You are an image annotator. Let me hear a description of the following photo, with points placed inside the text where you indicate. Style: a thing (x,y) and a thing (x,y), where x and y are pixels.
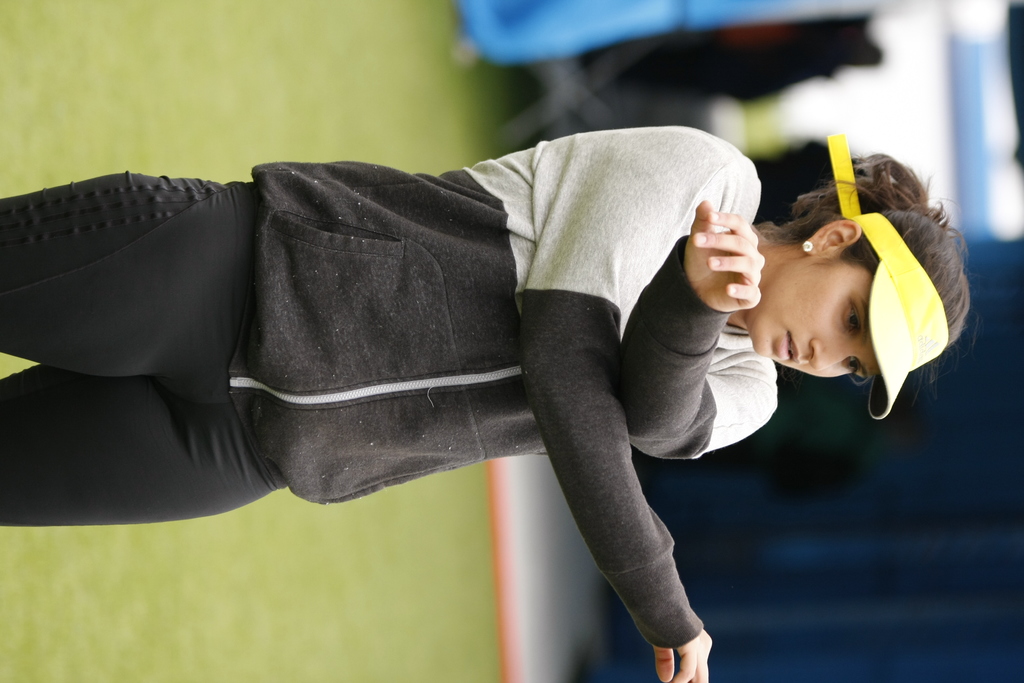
In this image I can see a woman (353,317) wearing black and ash color dress (581,230) is standing and I can see she is wearing yellow colored cap (891,313). I can see the blurry background (312,93) in which I can see the ground (303,82) and few other objects (795,37).
